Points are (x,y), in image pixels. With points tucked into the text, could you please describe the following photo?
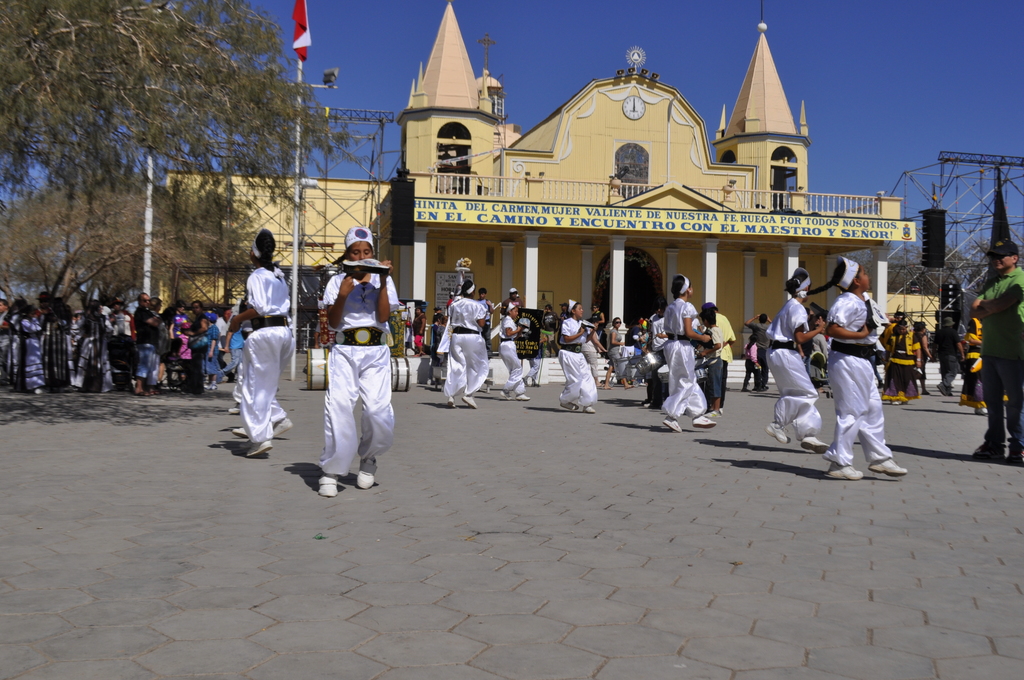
In this image there are group of people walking on the ground (592,486), beside that there are group of people (208,354) standing under the tree (32,234), also there is a building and some other things (941,284).
